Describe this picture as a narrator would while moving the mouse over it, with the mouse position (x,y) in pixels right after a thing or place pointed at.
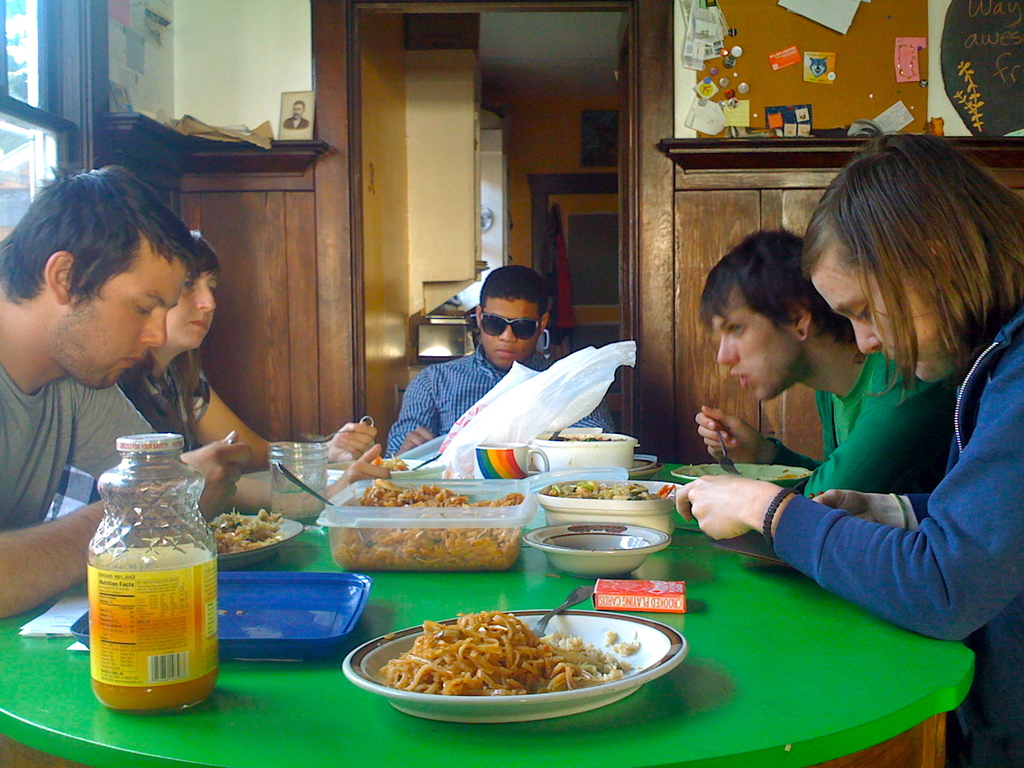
In this picture there is a dining table (869,682) in the center of the image (670,474) and there are people (993,569) around it, table (437,748) contains food items (461,532) and plates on it, there is a door (385,46) at the top side of the image (590,214).
